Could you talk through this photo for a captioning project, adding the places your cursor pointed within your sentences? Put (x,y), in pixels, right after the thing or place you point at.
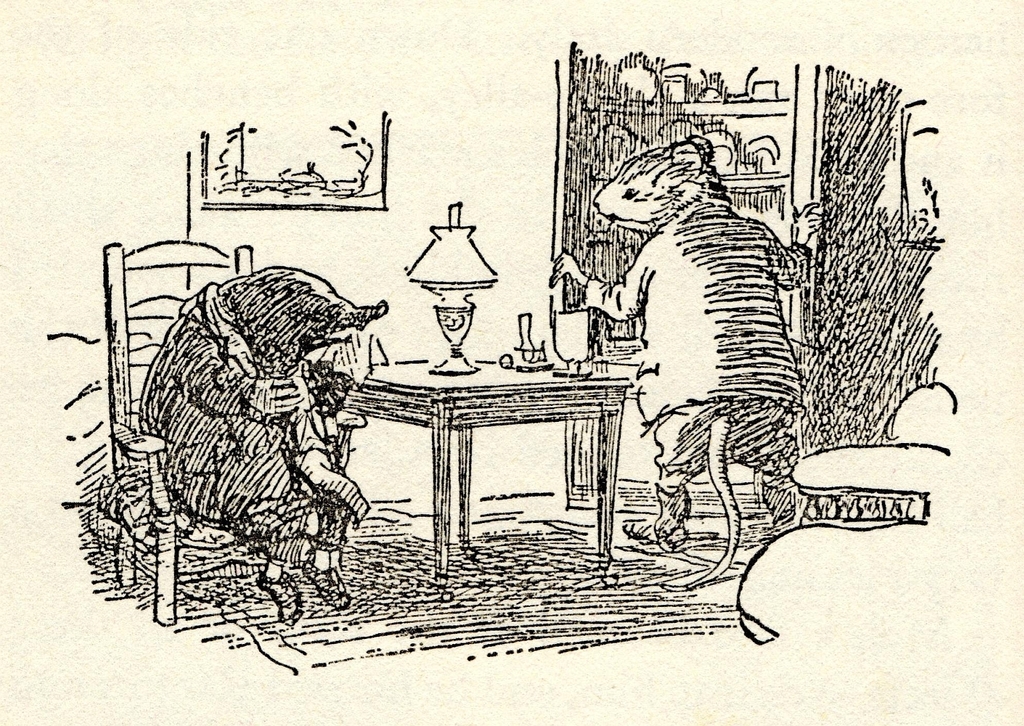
In this image we can see the sketch (288,239). In this sketch (416,210) we can see one animal (673,253), one animal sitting on the chair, one table lamp (454,364) on the table (459,392), one table (524,375), few objects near the table (464,452) and few objects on the table (478,388).
